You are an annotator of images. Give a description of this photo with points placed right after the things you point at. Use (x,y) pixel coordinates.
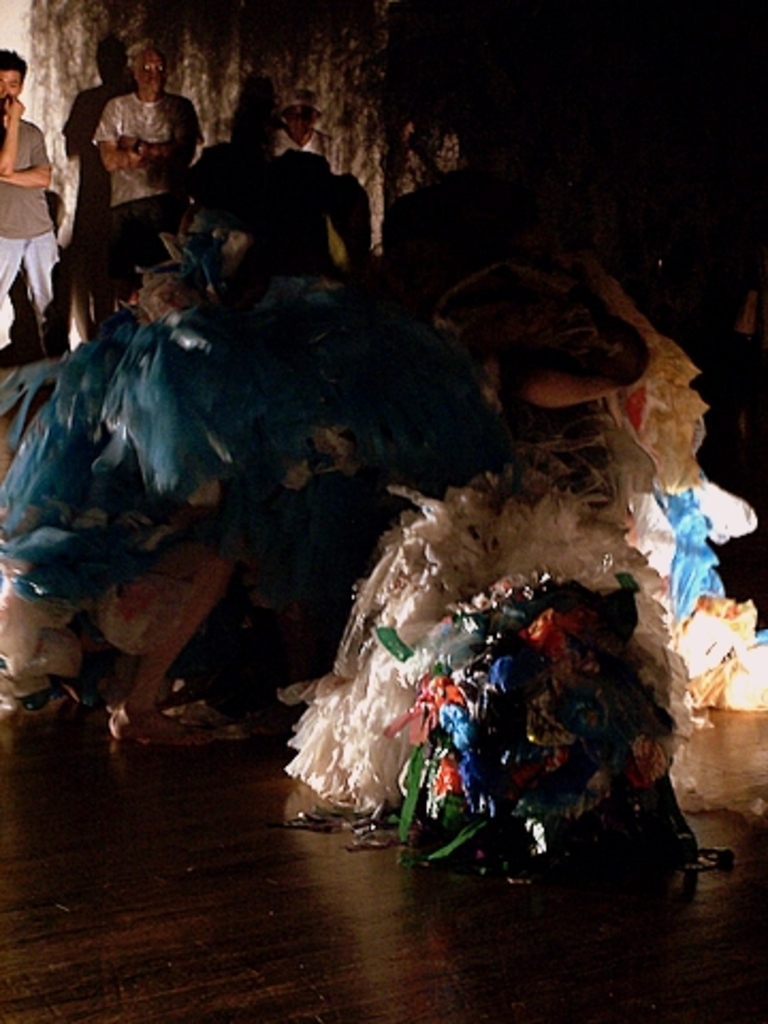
Here we can see plastic covers (513,744) and this is floor (353,950). In the background (10,100) there are people (142,126) and this is wall (450,155).
